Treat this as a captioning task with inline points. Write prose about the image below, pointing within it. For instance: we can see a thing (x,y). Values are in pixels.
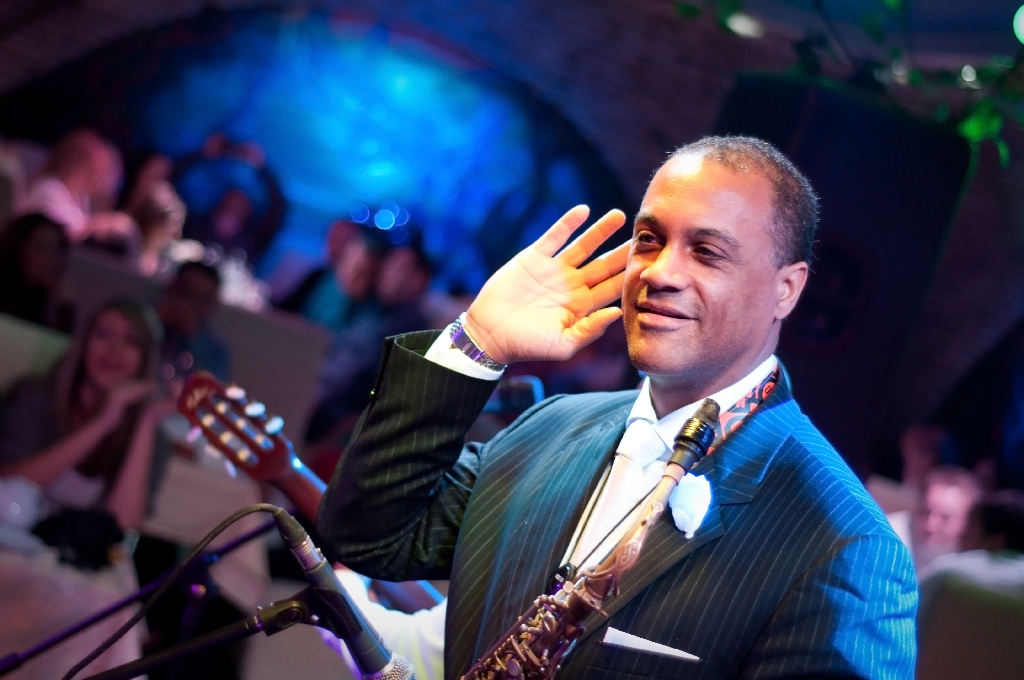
In this we can see a person (741,535) wearing black coat (665,545) and white shirt (643,460), Standing and giving a smile by keeping his right hand (551,277) on the ear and holding a saxophone (580,615). A microphone stand (324,597) beside him, On behind we can see group of people (200,293) sitting on the table (29,601) and enjoying the show. Behind we can see arch design wall (421,112) and blue light (455,128).
